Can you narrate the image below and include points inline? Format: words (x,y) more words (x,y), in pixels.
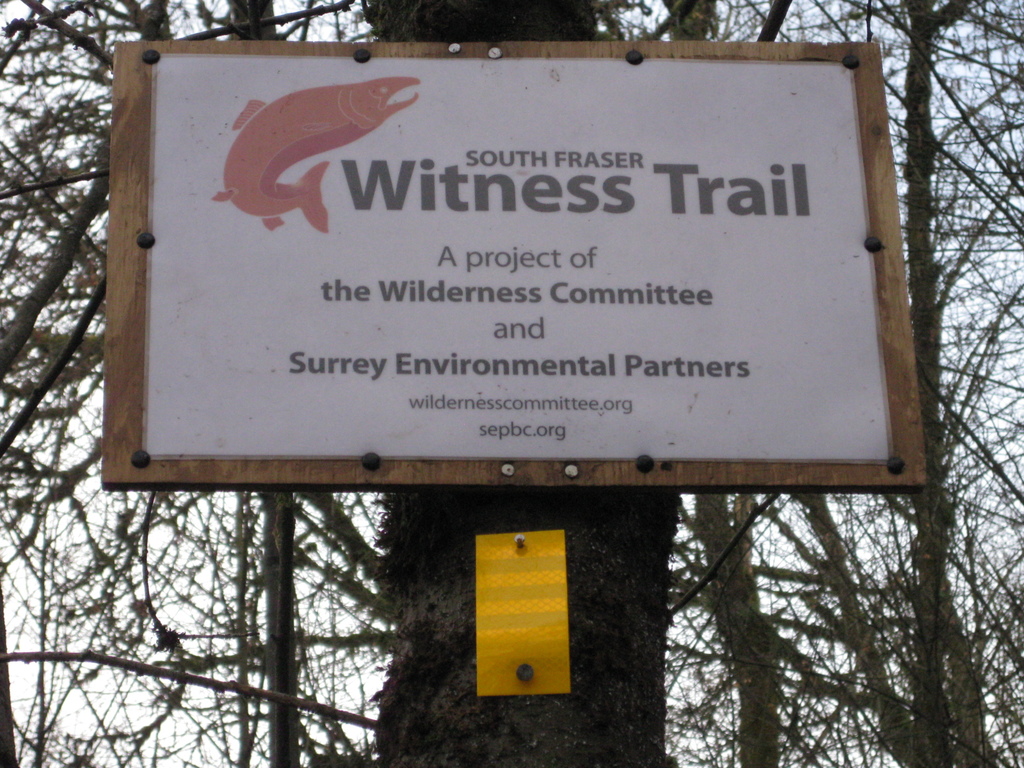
In this image there is a tree (629,618) on that tree (501,711) there is a board (485,440), in the background (1012,117) there are trees (152,605) and sky (180,710).
